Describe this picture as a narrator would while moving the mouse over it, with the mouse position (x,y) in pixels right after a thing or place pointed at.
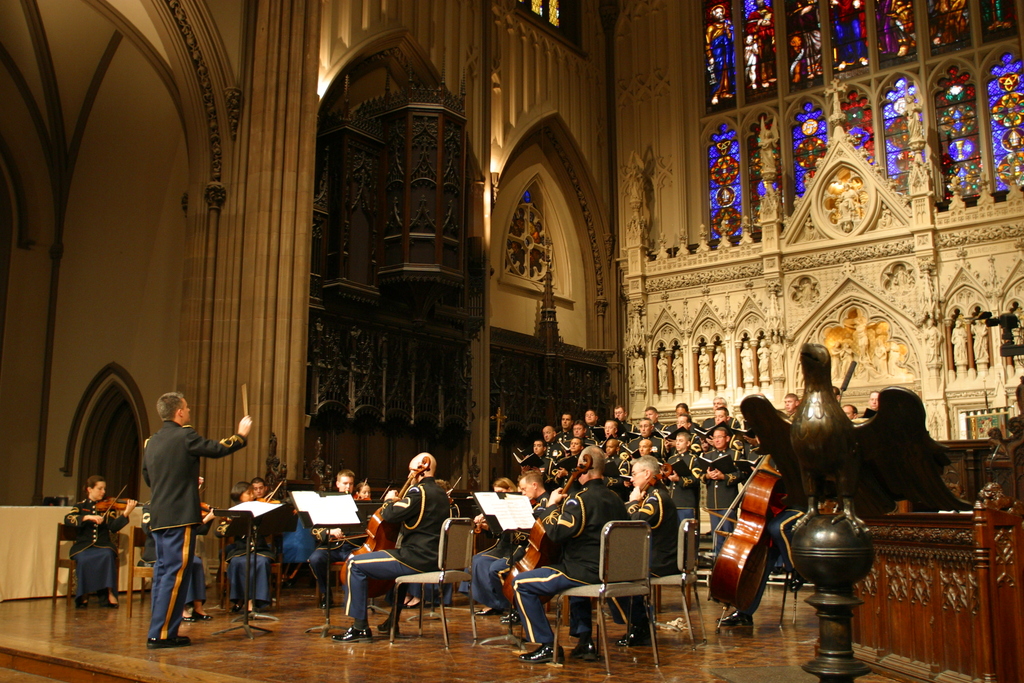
In this image I can see a group of people (236,595) facing towards the person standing on the left hand (179,474) facing towards them and I can see the building (428,175) as a background (868,179) which is well carved.
